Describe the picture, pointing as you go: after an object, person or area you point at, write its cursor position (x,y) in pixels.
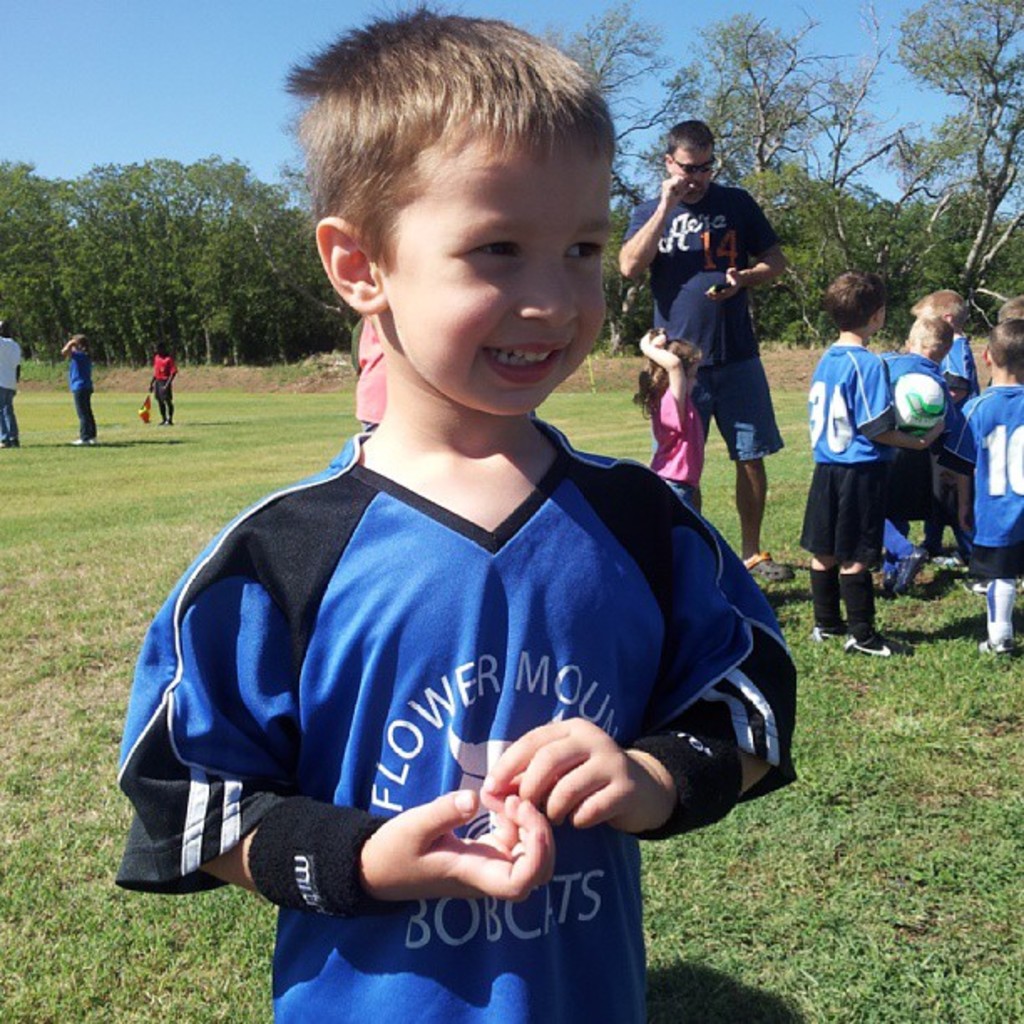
In this picture there is a boy (529,754) who is wearing blue t-shirt (488,708). He is smiling. On the right (860,309) we can see the group of children (849,437) wearing the same dress (978,517). This boy (880,423) is holding a football (914,402). Beside him this is a girl (662,406) who is standing near to the man (700,339). On the left (13,361) we can see the group of persons (151,383) were standing on the ground (99,447). In the background (126,176) we can see many trees (866,214). At the top (992,161) there is a sky (751,3).
